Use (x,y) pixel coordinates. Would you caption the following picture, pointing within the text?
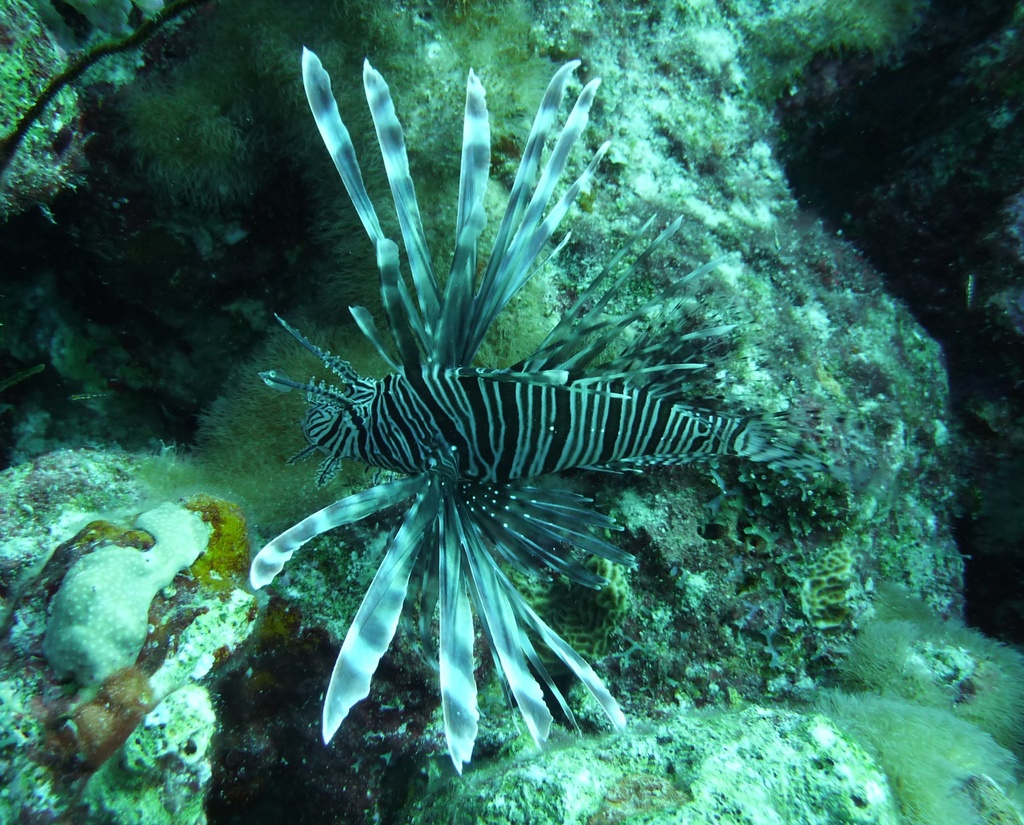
In this image I see an aquatic animal (438,483) which is of white and black in color.
